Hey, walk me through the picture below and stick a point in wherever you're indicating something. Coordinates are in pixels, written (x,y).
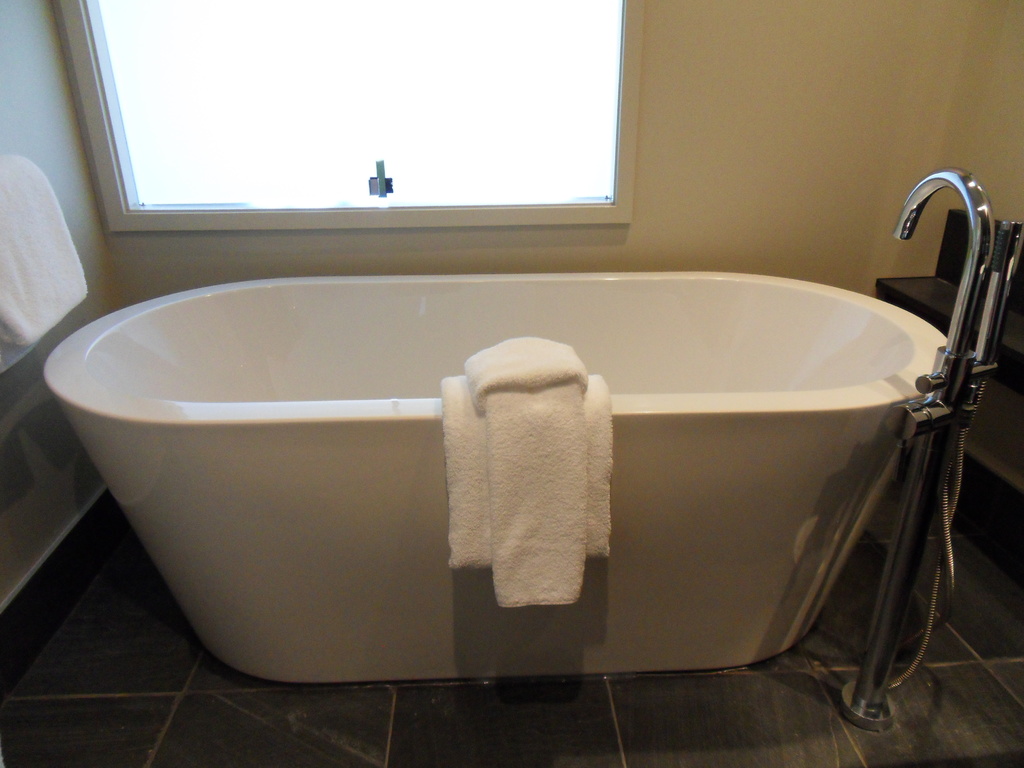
The picture is clicked inside a bathroom (110,284). Here there is a bathtub (309,460). On it there are towels (507,447). Here there is another towel (36,254). This is a window (377,97). This is the tap (946,379).
